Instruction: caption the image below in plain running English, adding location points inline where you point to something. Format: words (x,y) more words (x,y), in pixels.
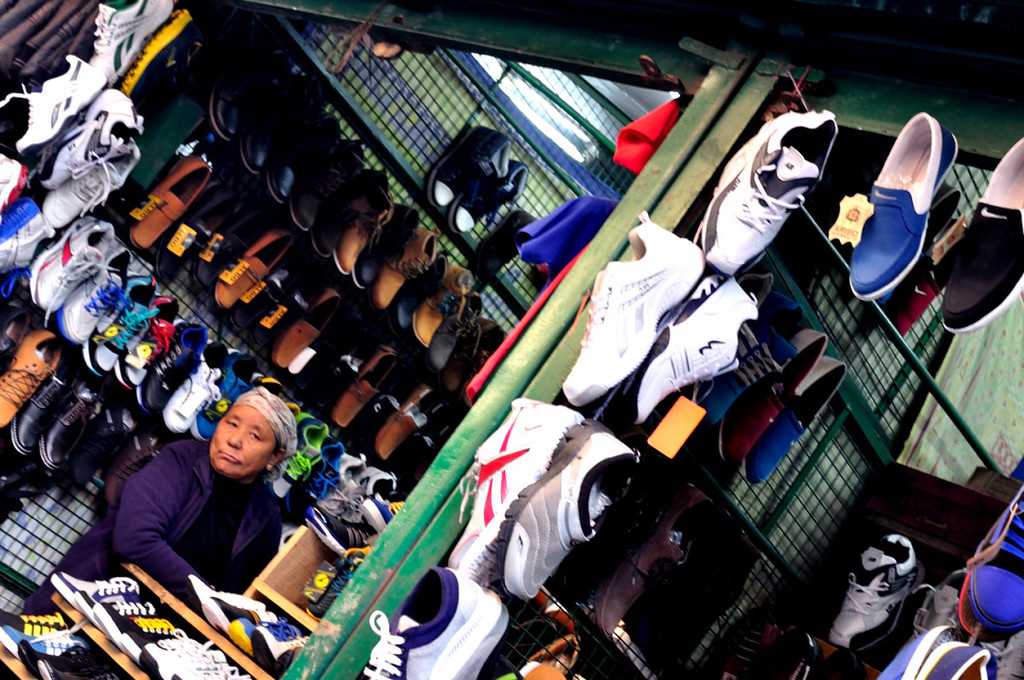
In this image we can see shoes (205,331) hanging on the welded meshes (438,59), metal object (1,567) and on the racks (115,657). We can see a person (195,465). At the top (576,222) we can see socks (17,32) and shutters (876,3).
